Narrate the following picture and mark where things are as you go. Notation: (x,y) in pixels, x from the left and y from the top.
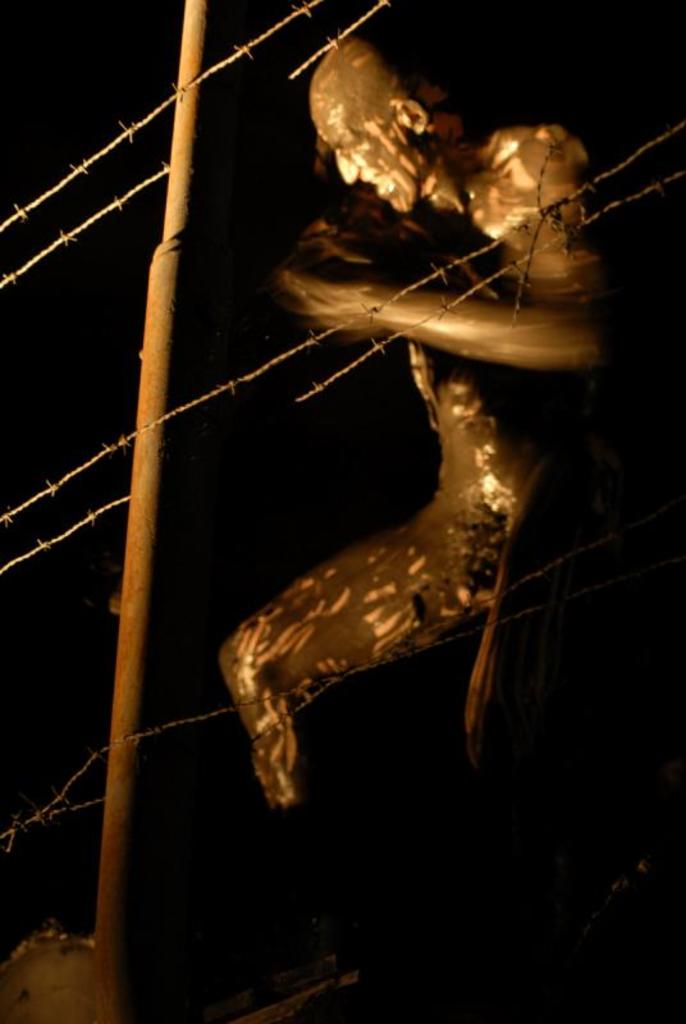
In this image I can see the person (406,275) with the mud (382,326). In-front of the person (433,251) I can see the fence (294,18) and the pole (115,906). And there is a black background (163,948).
